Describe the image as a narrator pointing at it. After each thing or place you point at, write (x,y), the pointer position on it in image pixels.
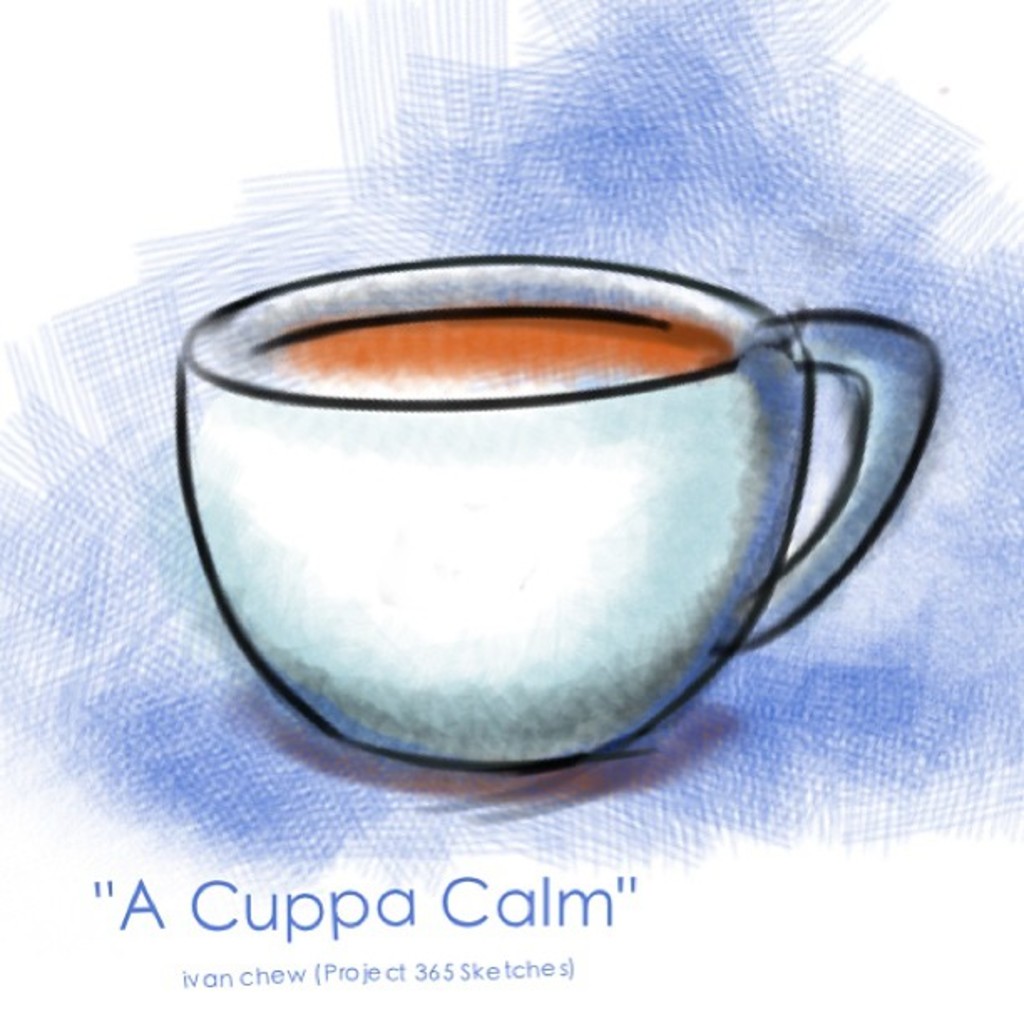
In this image we can see a graphical image of a cup (515,518) with blue color background (527,169) and at the bottom of the image (370,923) there is some text (473,888).
